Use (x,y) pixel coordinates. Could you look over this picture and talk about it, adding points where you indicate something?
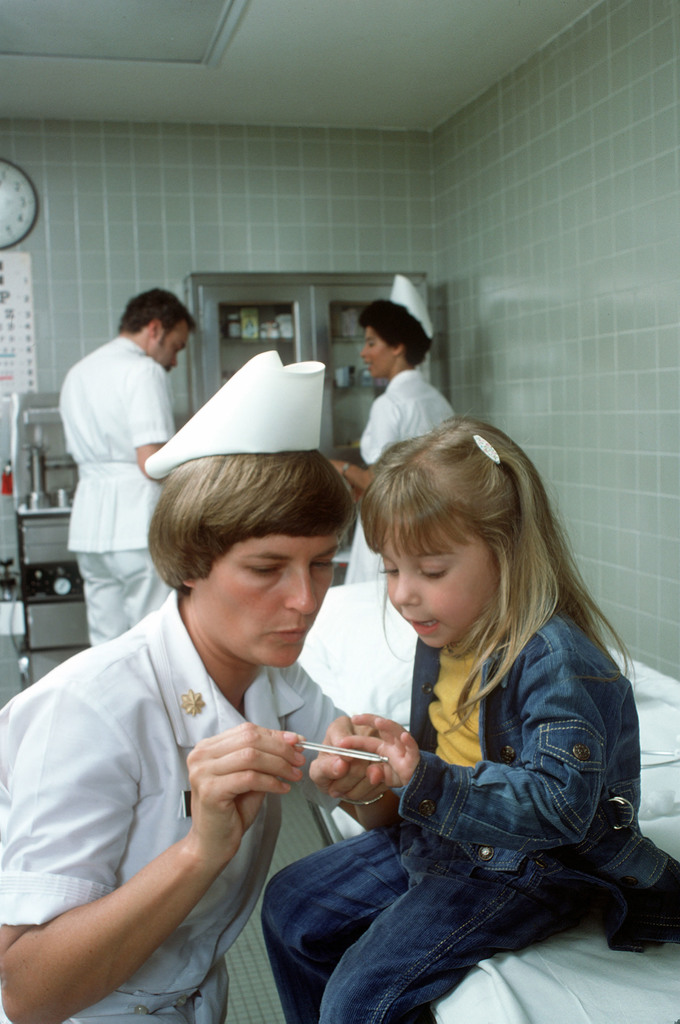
In this picture I can see a woman (192,767) and a girl (570,672) in front (562,664) and I see that they're holding a thing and the girl (291,886) is sitting on the bed (561,963). In the background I can see a man (119,490) and another woman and I see that these 2 women (300,379) and the men (116,482) are wearing white color dress (101,564). I see few equipment (45,596), a clock (8,169) and the wall (482,102).
